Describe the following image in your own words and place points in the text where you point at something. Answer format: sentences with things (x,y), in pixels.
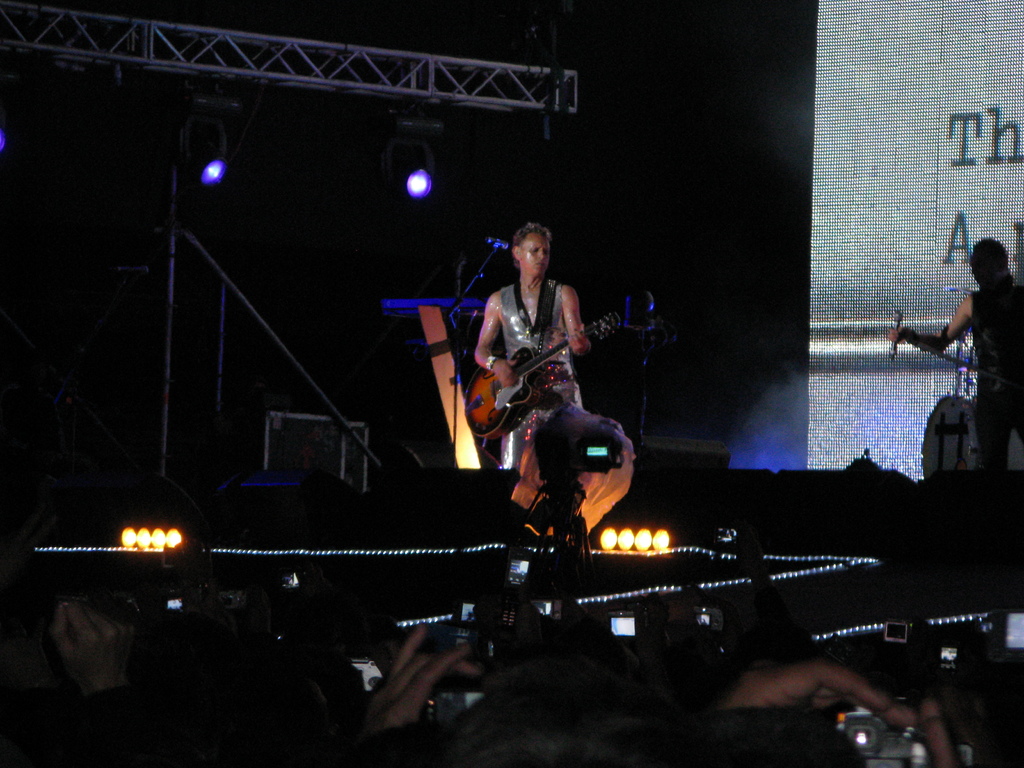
In this image there is a man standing and playing a guitar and in back ground (1009,62) there is camera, screen (1021,100), focus lights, iron rods (376,72).
